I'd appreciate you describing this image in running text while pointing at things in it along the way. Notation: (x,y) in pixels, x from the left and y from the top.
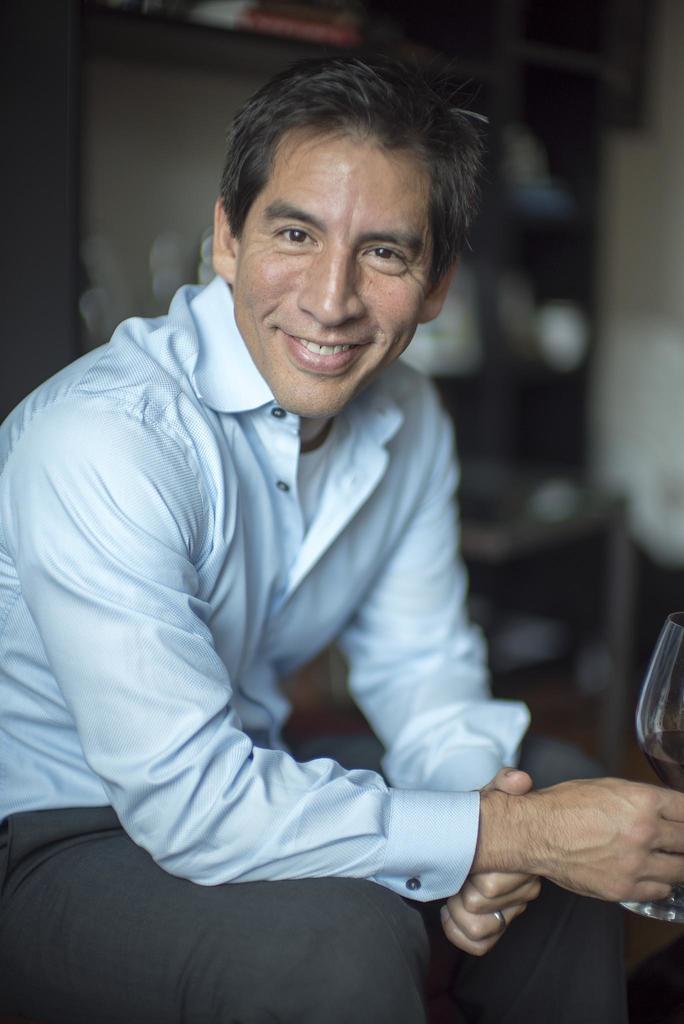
Here we can see a man (93,562) sitting with a glass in his hand (628,812) and he is smiling.
